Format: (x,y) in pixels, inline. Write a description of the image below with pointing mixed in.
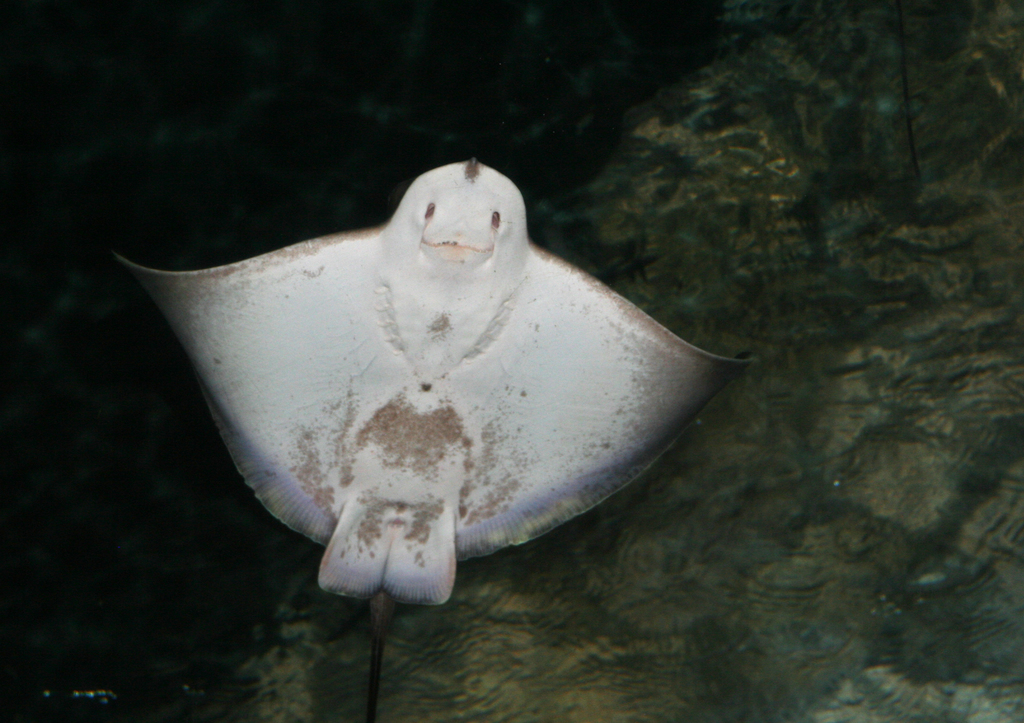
This is a water body (779,227) and here we can see a water animal (349,382).
